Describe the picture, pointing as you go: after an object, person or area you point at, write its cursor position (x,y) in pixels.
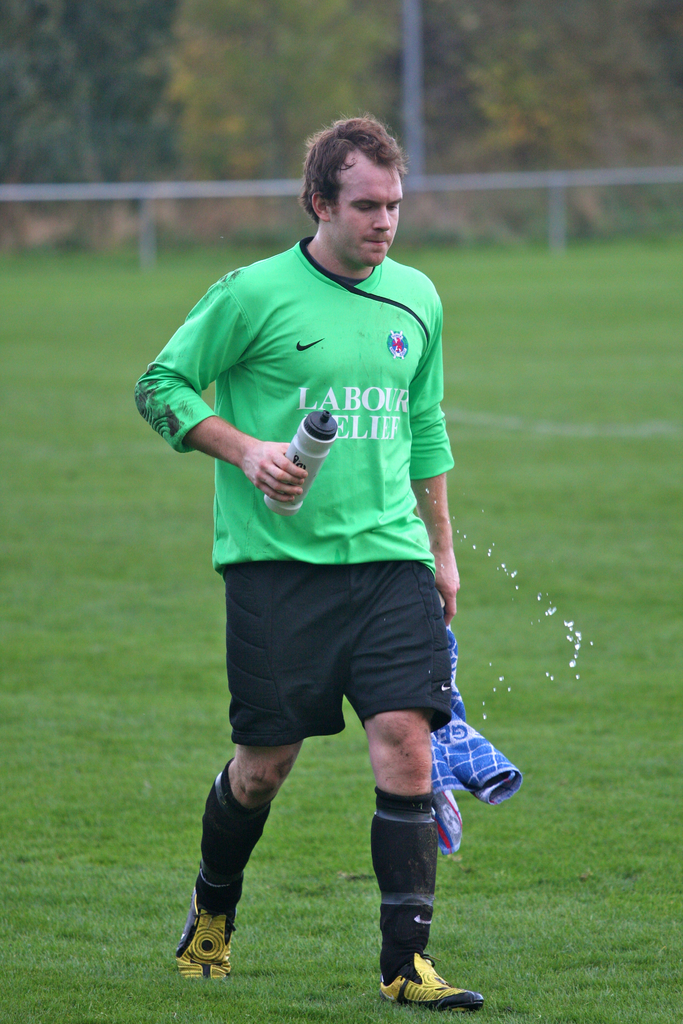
In this image we can see a person (386,625) wearing a dress (379,601) is holding a bottle (298,445) in his hand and a cloth (455,677) in the other hand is standing on the grass field (592,850). In the background (557,174), we can see railing (84,195), pole (416,117) and a group of trees (625,87).
